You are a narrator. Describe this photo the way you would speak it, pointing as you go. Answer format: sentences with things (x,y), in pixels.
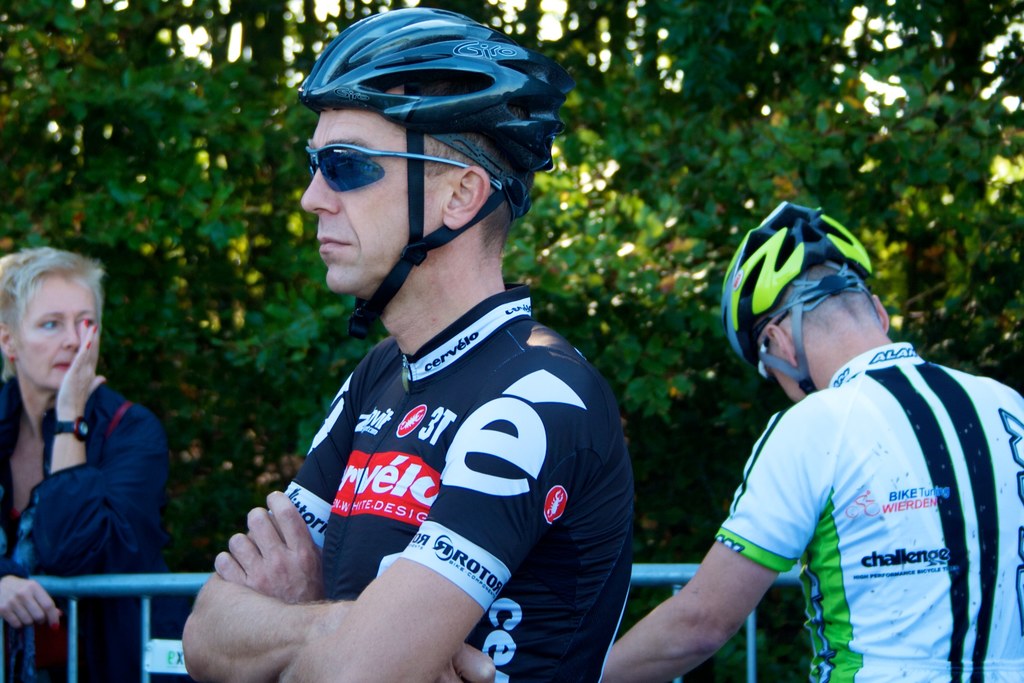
In the picture I can see two men (415,452) and a woman (35,382) are standing. These men (536,434) are wearing jerseys (563,576) and other objects (794,284). In the background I can see fence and trees (531,244).
